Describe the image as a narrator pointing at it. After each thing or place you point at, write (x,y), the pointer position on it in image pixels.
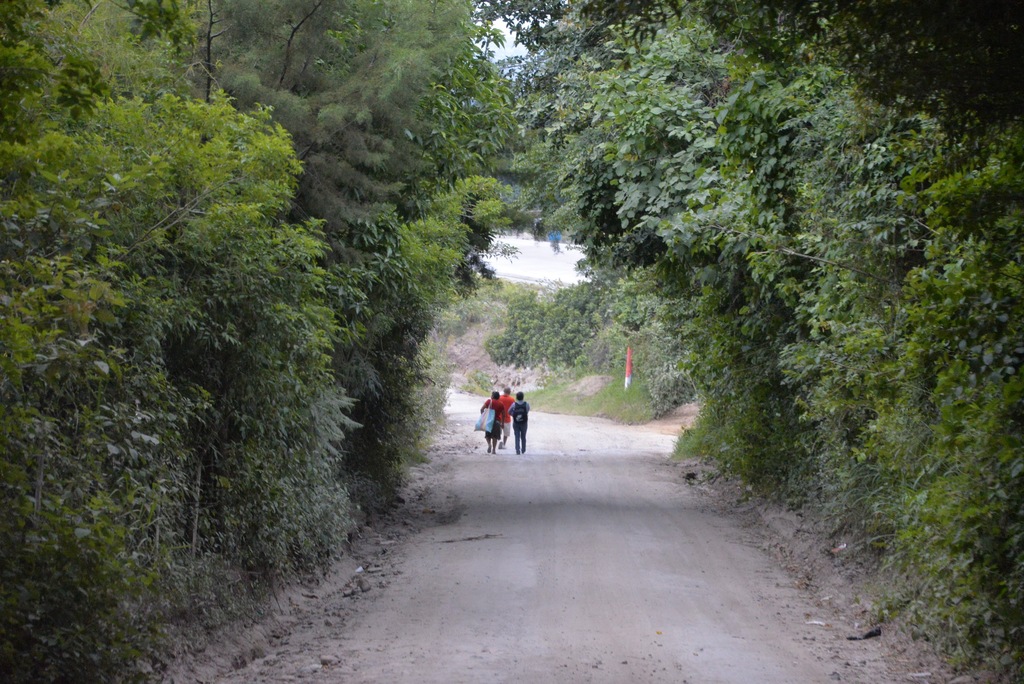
In this image in the center (500,429) there are three people (511,422) who are wearing bags (486,411) and walking, and on the right side (695,297) and left side (322,488) there are some trees (328,243). At the bottom (549,570) there is walkway (532,623) and in the background (543,338) there are some trees (609,336), pole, grass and some object (522,260).
